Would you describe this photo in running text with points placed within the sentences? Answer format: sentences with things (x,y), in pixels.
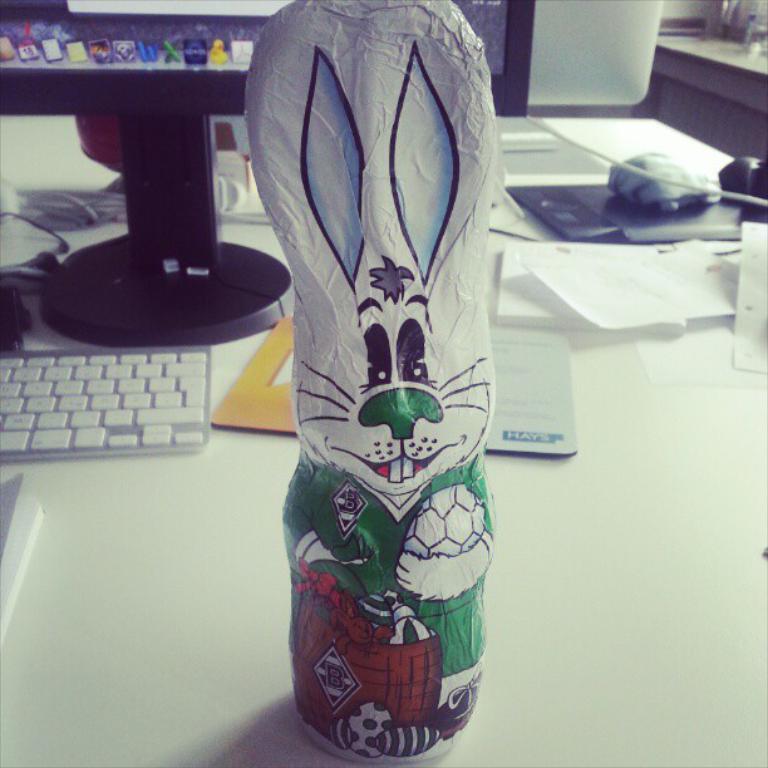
A toy (384,566) is on a table (238,574) with a keyboard (119,366) and monitor (177,197) behind it.
